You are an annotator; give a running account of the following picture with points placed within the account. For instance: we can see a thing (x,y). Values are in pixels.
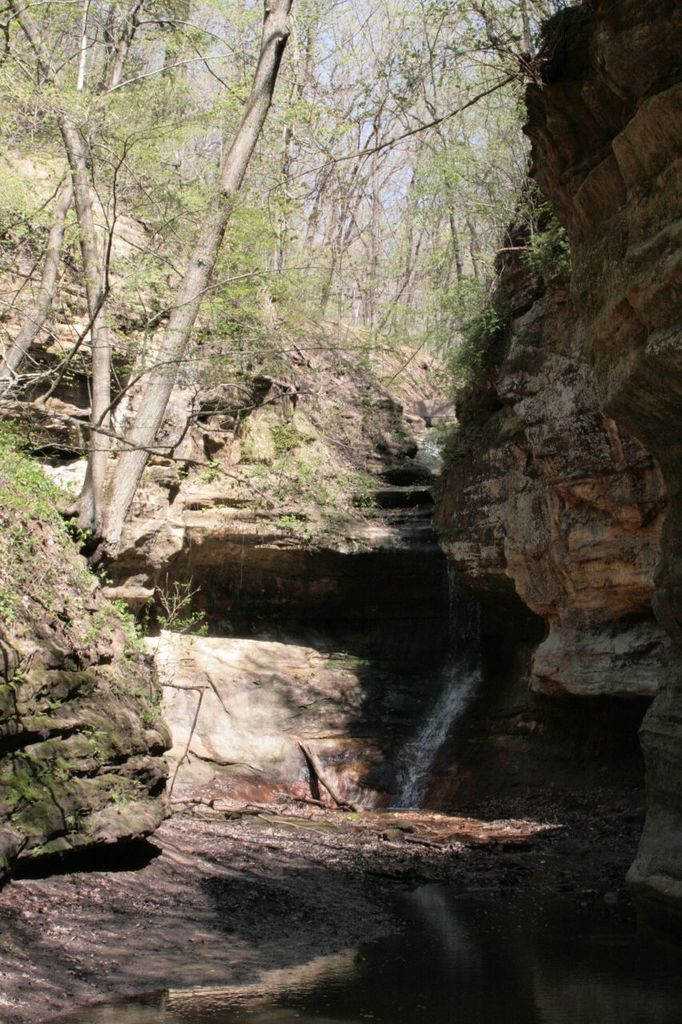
In this image we can see the waterfall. In the background (340,54), we can see the trees (309,70).
